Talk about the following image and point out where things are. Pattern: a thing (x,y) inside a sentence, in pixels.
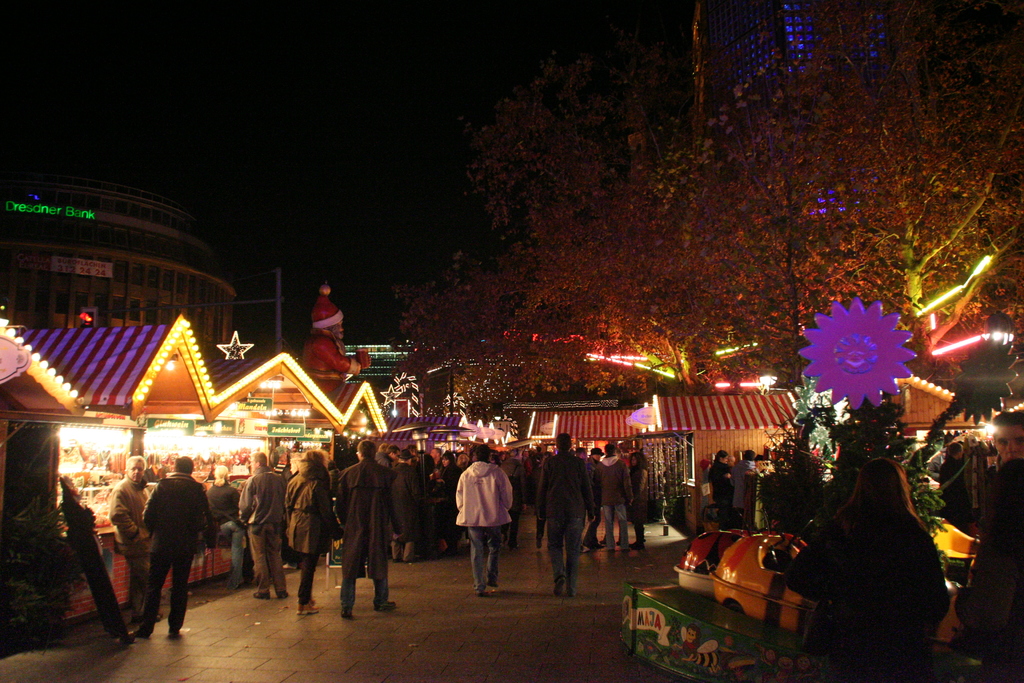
In this image I can see at the bottom (475,529) few people (365,545) are walking on the left side (241,469) there are stores (241,469) with the lights (327,405). At the back side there is a doll (339,361) in the shape of a Christmas grand father (339,357). On the right side (883,590) few people (864,586) are standing near the toys (771,540) and there are trees (639,201) in this image.
